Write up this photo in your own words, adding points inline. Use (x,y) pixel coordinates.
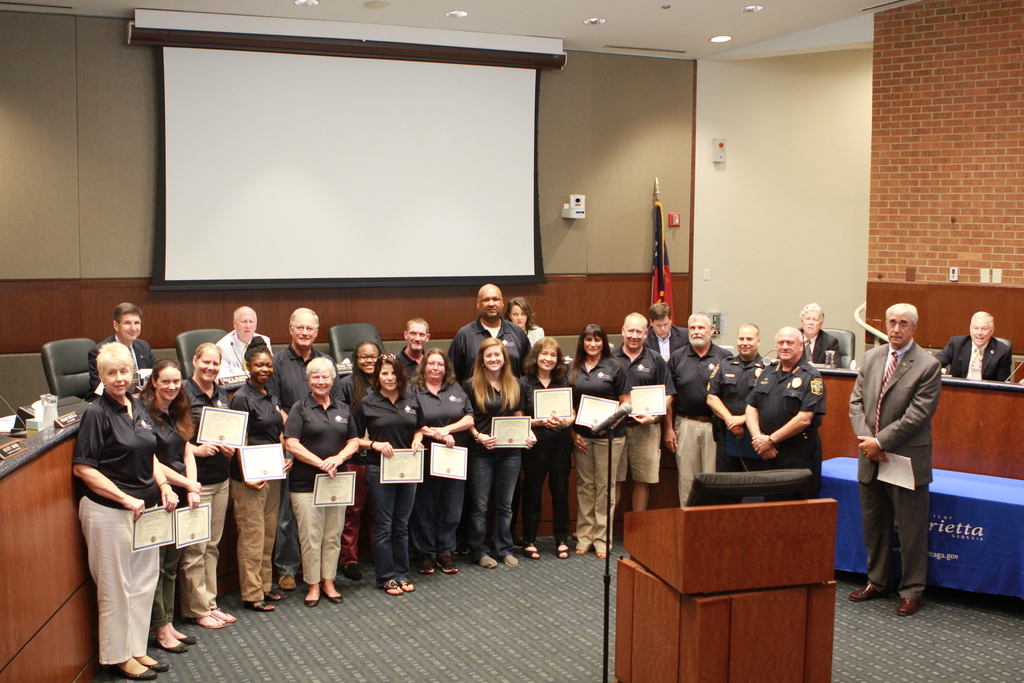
The people (249,432) wearing a black T-shirt (418,408) holding a certificate (595,415) in their hands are standing and there are two security guards (713,385) and a person (898,371) wearing suit (890,384) is also standing beside them and there is mike (611,432) in front of them and there are several members (666,305) who are sitting in chairs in back (139,345) and there is also a screen (160,181) which is attached to the wall (151,215).
